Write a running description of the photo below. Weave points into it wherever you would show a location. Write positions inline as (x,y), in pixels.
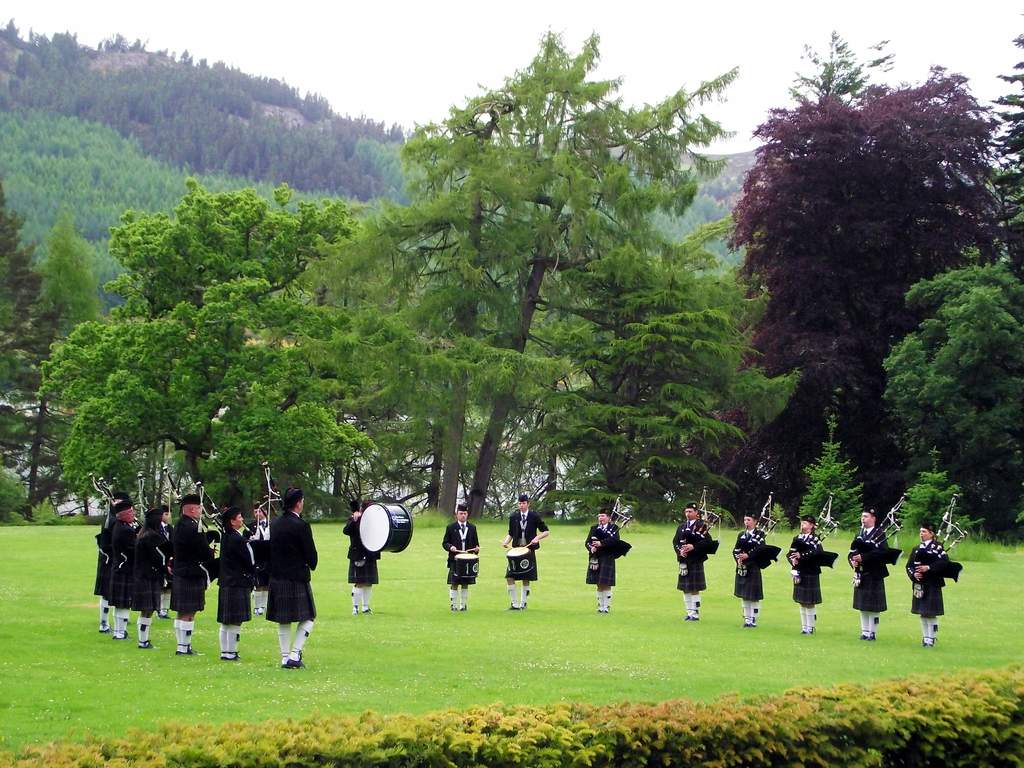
In this picture we can see some people (289,580) are standing and holding musical instruments (210,542), three persons (362,556) in the middle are playing drums (463,566), at the bottom (347,555) there are some plants (677,723) and grass (611,640), in the background (714,295) we can see trees (577,228), there is the sky (386,48) at the top of the picture (351,49).
